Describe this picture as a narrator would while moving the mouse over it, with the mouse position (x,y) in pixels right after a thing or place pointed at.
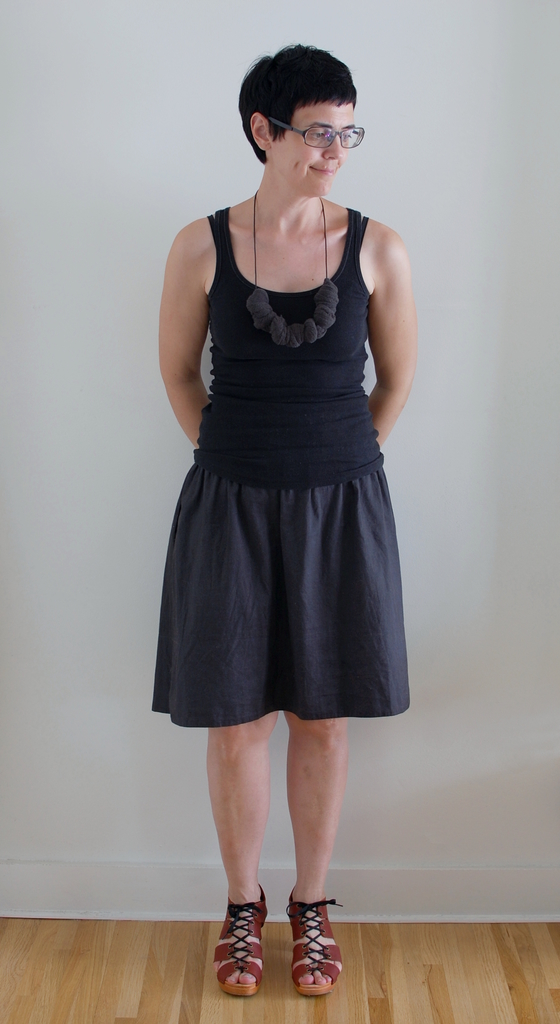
This image is taken indoors. At the bottom of the image (204,962) there is a floor (397,965). In the background (511,87) there is a wall (511,87). In the middle of the image (324,417) a woman (301,530) is standing on the floor (300,1002).
